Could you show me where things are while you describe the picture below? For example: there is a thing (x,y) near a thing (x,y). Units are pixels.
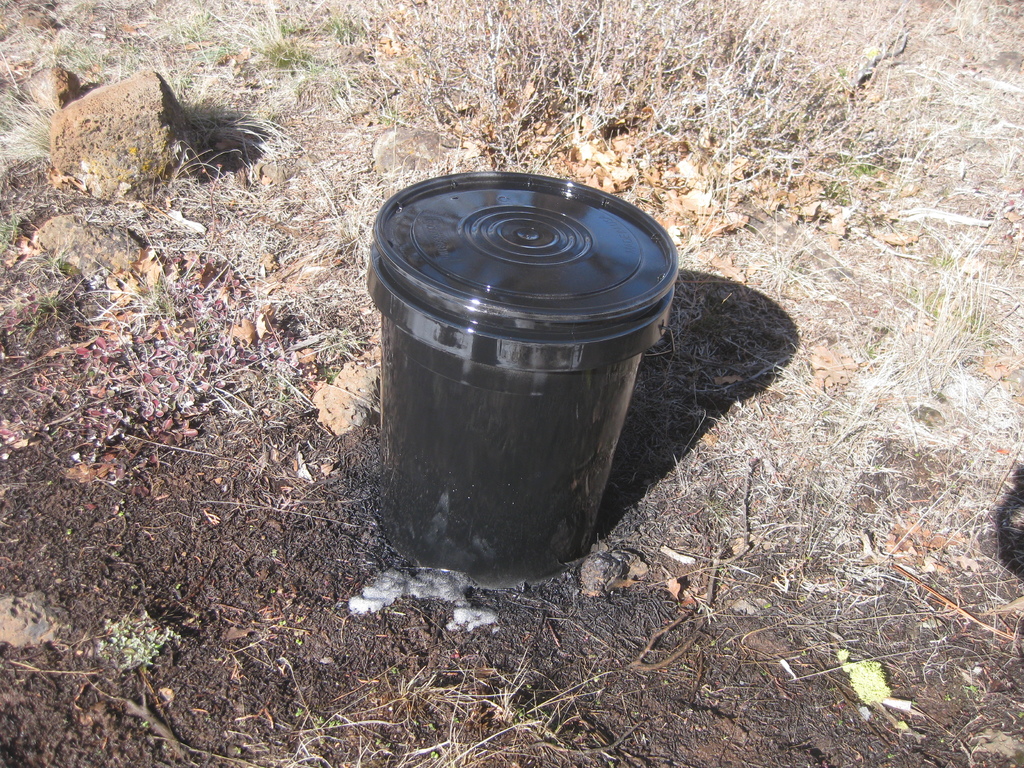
In the center of the image (456,291) there is a bucket (442,370) placed on the ground (440,589).
